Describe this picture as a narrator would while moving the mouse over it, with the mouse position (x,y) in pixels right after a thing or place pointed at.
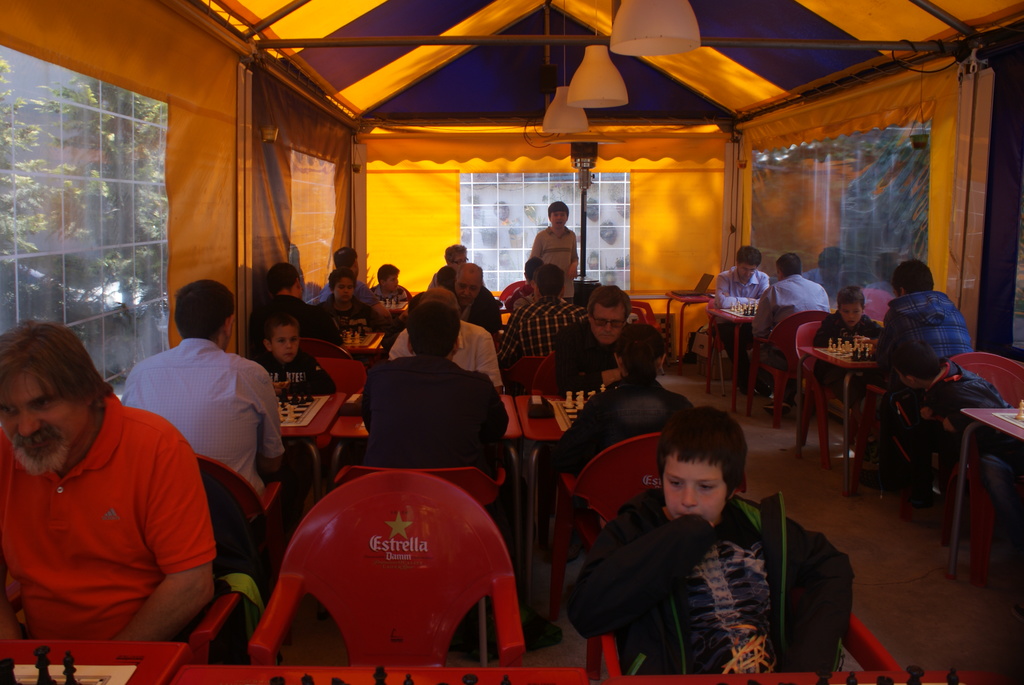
There are many people (367,397) sitting in a restaurant (625,272) in front of their respective table (334,403) in the chairs (302,580). One guy (544,247) is standing near the tent (546,219). In the ceiling (627,61) there are some lights (601,79) hanging.
